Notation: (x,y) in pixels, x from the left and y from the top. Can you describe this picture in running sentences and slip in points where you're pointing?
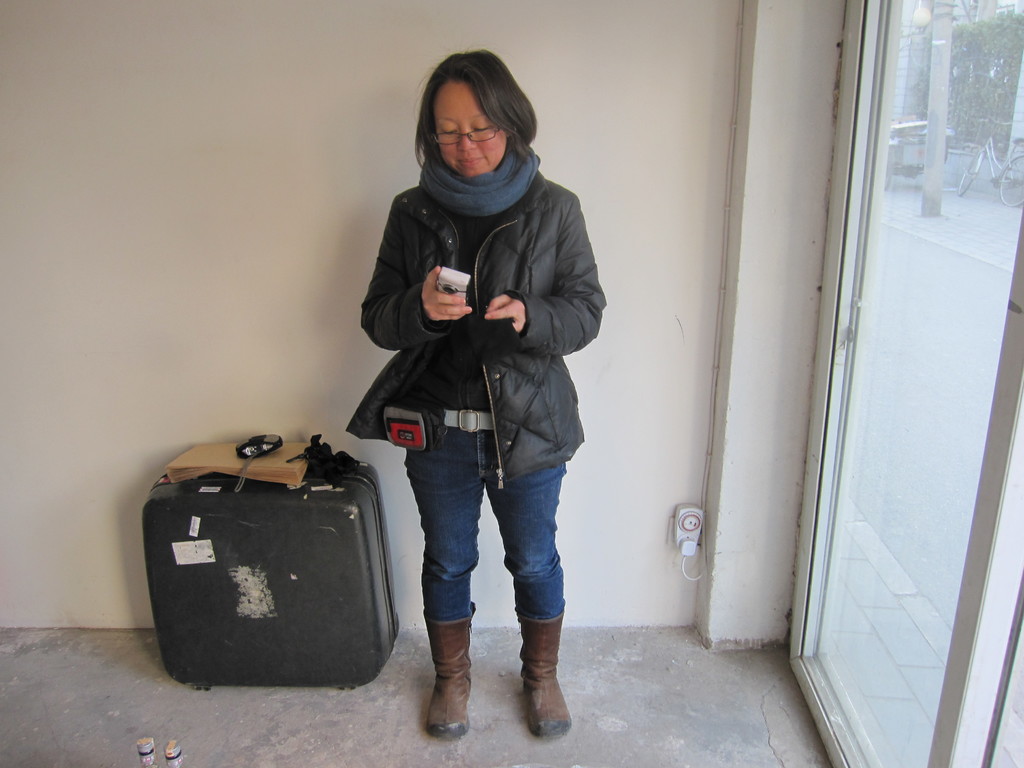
Here we can see a woman (511,130) is standing on the floor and holding a camera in her hands (442,314), and at side there is a suitcase (260,477), and at back (318,69) here is the wall (295,114) and here is the glass door (910,623).
